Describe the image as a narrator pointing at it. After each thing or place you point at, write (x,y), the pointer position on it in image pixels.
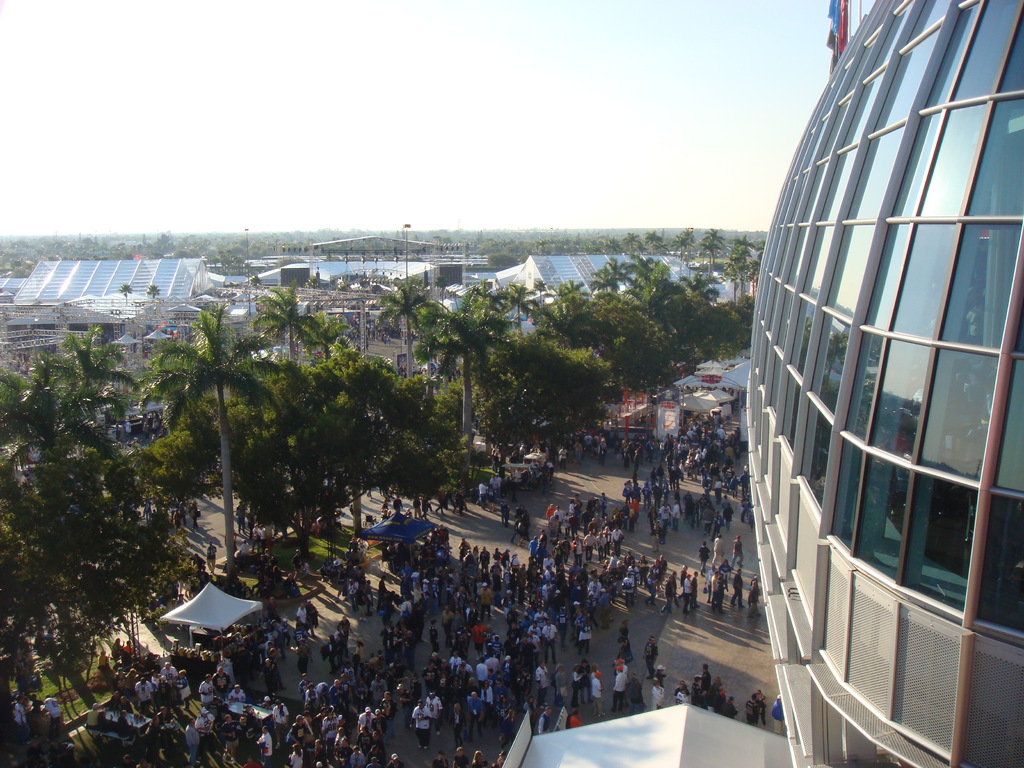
In this image I can see number of people (689,440) are standing. I can also see few tents (746,377), number of trees (526,399), number of buildings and I can see shadows (566,645).
